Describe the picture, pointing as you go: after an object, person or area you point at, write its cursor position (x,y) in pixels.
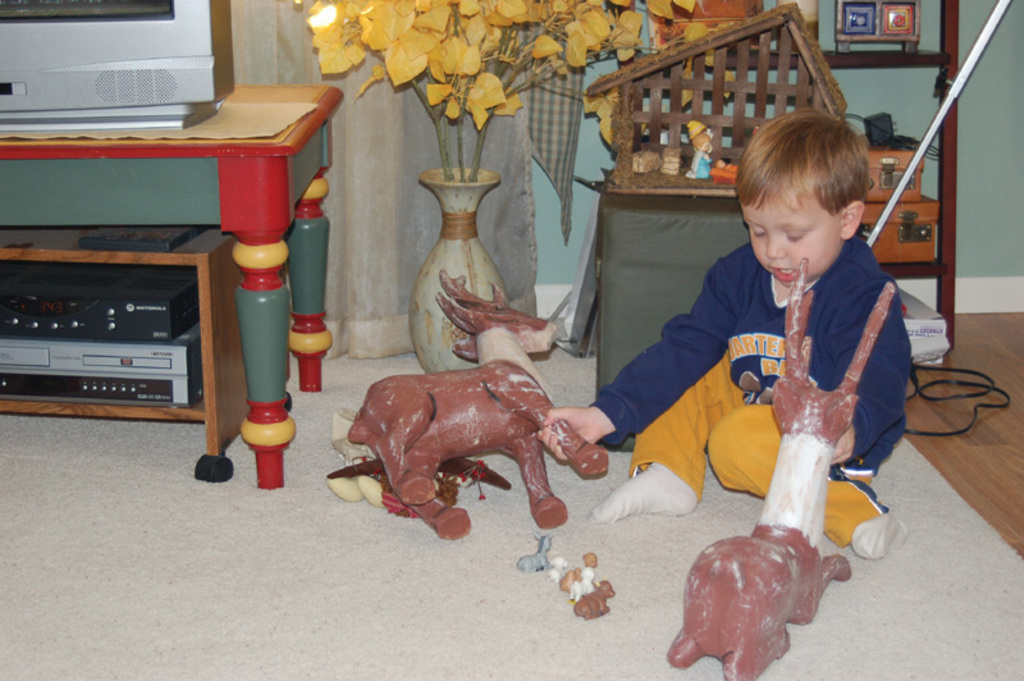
In this picture there is a boy (668,504) who is playing with the toys (796,508), there is a table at the left side of the picture (2,212) on which television (133,115) is placed and there is a flower pot (521,8) at the middle of the picture (447,250), there are some other toys (717,42) at the right side of the picture (799,19) behind the boy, the boy (818,273) is sitting on a rug (589,525) with his toys (601,454).
